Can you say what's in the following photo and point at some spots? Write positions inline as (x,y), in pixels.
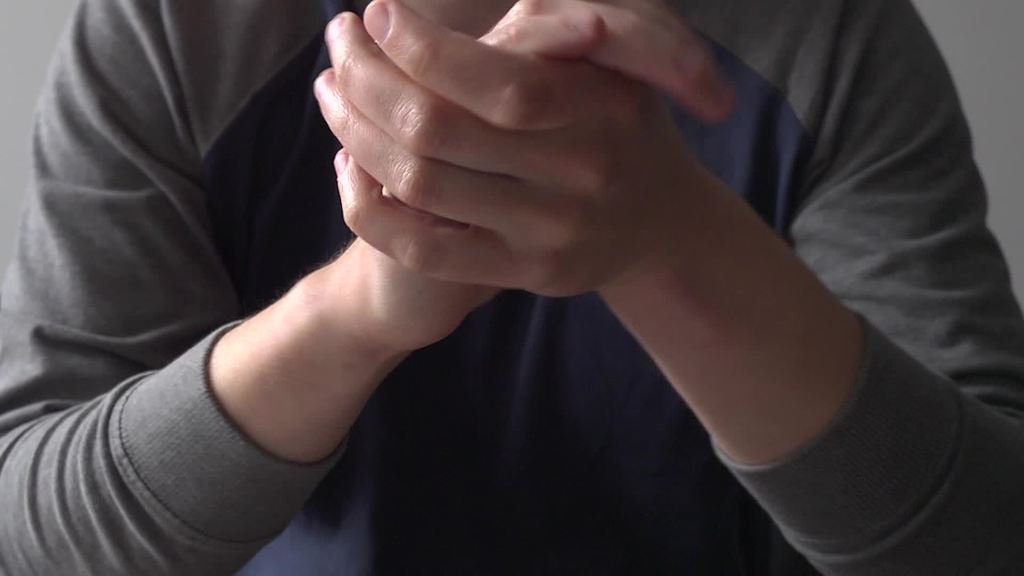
In the center of the image (549,245), we can see a person (471,200) holding hands (376,222).
